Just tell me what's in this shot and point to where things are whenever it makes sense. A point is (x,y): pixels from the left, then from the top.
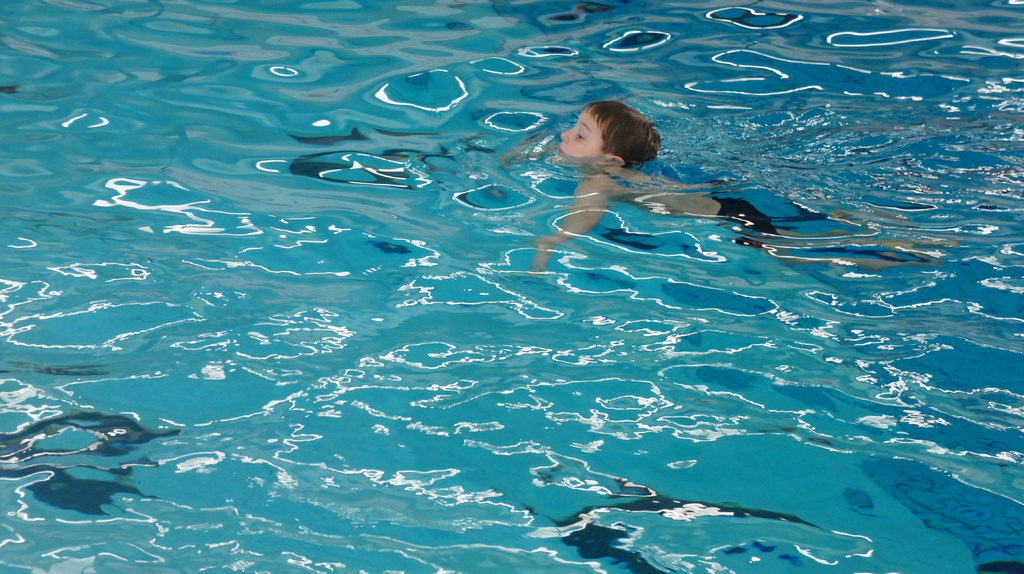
In this picture we can see a boy (611,121) in the water (478,199).
